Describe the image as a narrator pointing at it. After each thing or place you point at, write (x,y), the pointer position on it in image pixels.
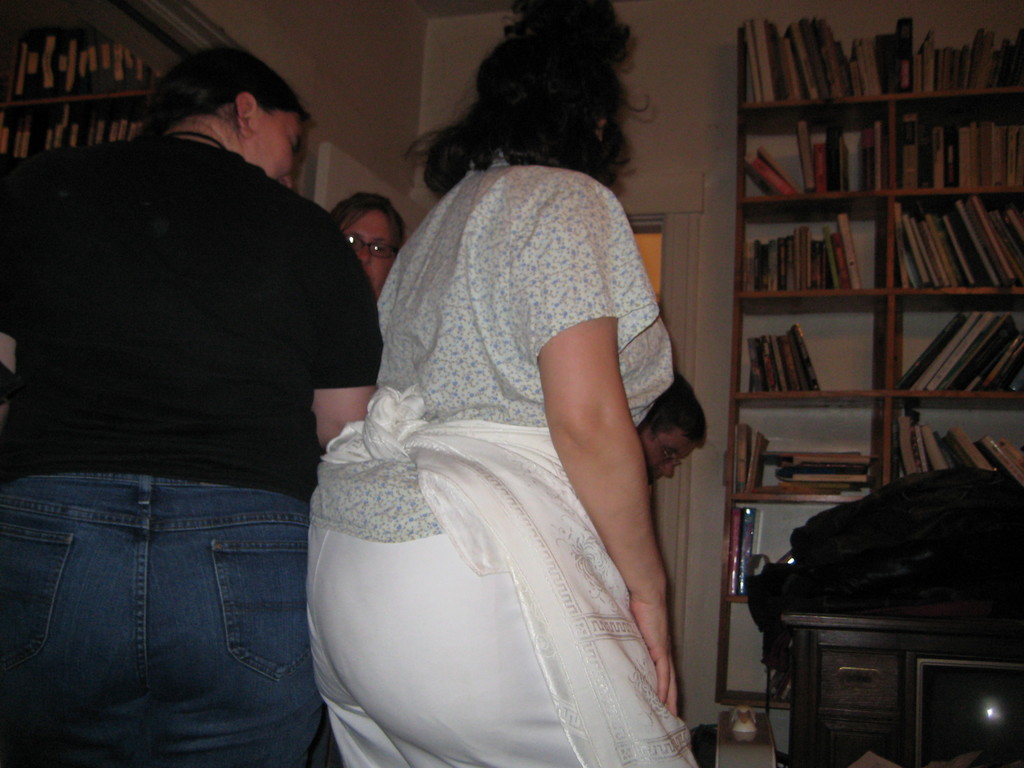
In this picture I can see there are few people (298,382) standing and they are wearing a grey color and black color shirts (237,427) and in the backdrop (690,484) I can see there is a book shelf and there are books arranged in the shelf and there is a door (690,238) and a wall (711,392).
